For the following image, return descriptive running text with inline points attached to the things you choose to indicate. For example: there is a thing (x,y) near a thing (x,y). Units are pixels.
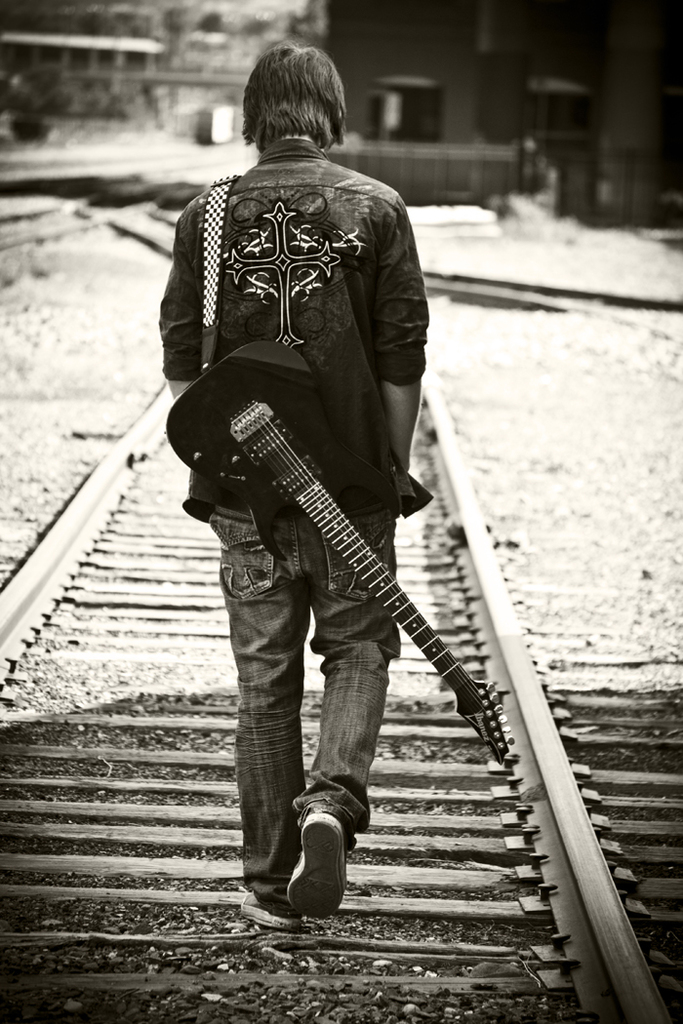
This is a black and white picture. Here we can see a person (323,327) walking on the railway track (427,617) and he wore a guitar belt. There is a blur background (496,79) and we can see buildings (490,119).
